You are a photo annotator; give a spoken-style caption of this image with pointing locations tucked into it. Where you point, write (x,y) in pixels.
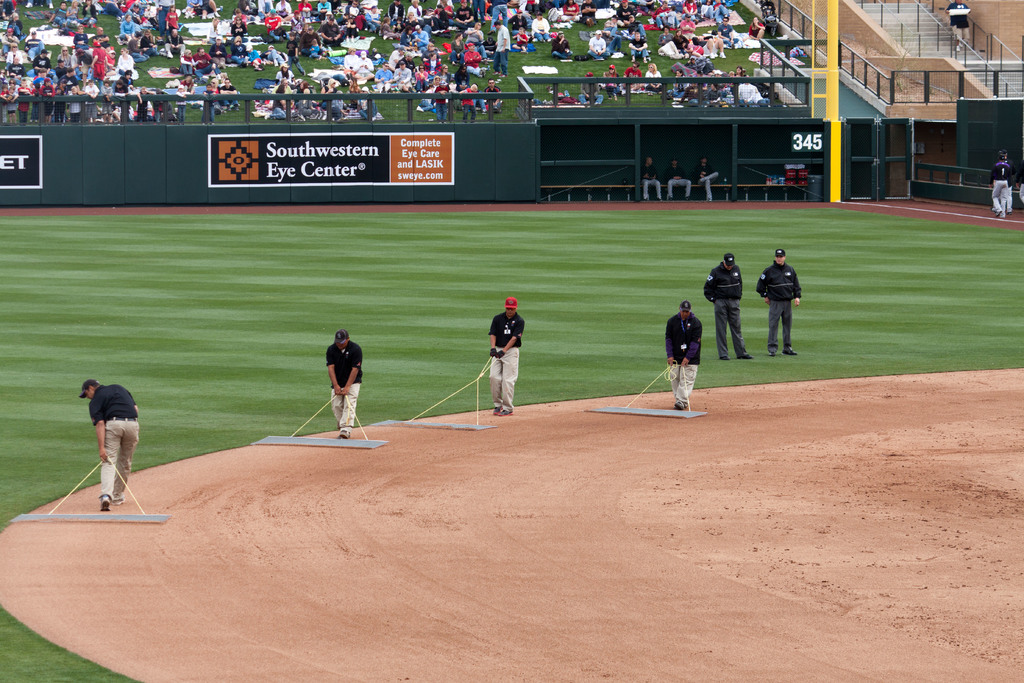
In the middle of the image (361,383) few people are standing and walking and holding something in their hands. Behind them there is grass (852,287) and fencing (571,169) and there are few people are sitting on bench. Behind the fencing (527,99) few people (9,12) are sitting and standing. In the top right corner of the image (909,10) there are some steps (963,45).
